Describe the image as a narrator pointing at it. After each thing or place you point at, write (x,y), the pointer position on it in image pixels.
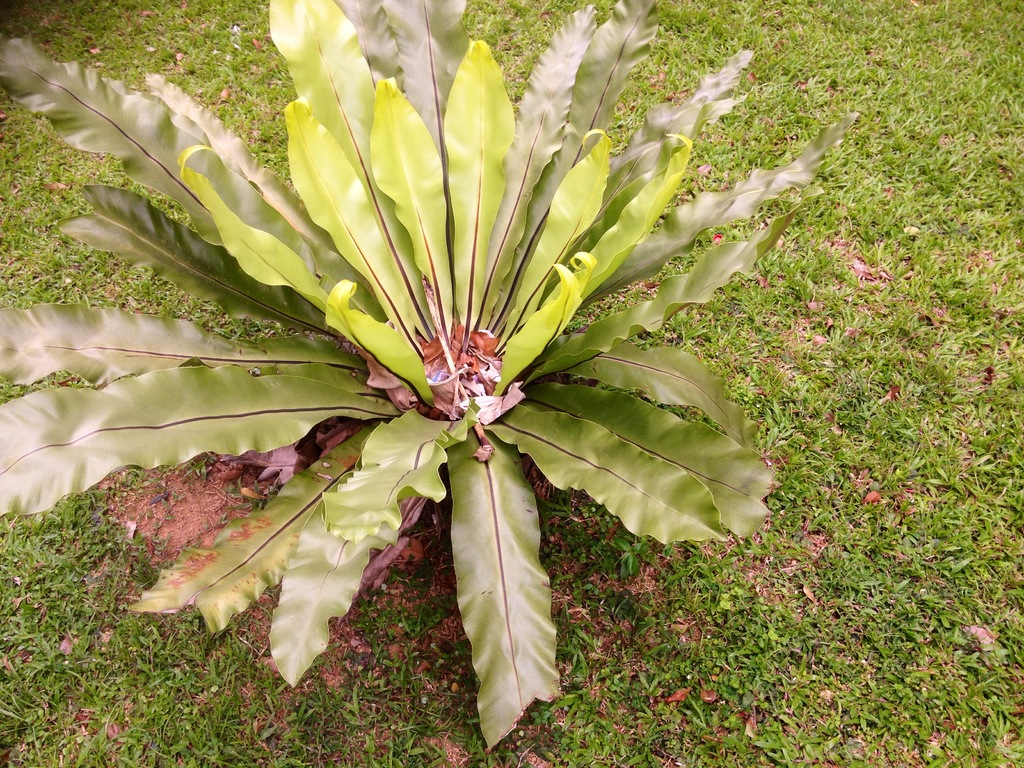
In this picture I can see the grass (827,6) and a plant (453,258) in front (313,356).
